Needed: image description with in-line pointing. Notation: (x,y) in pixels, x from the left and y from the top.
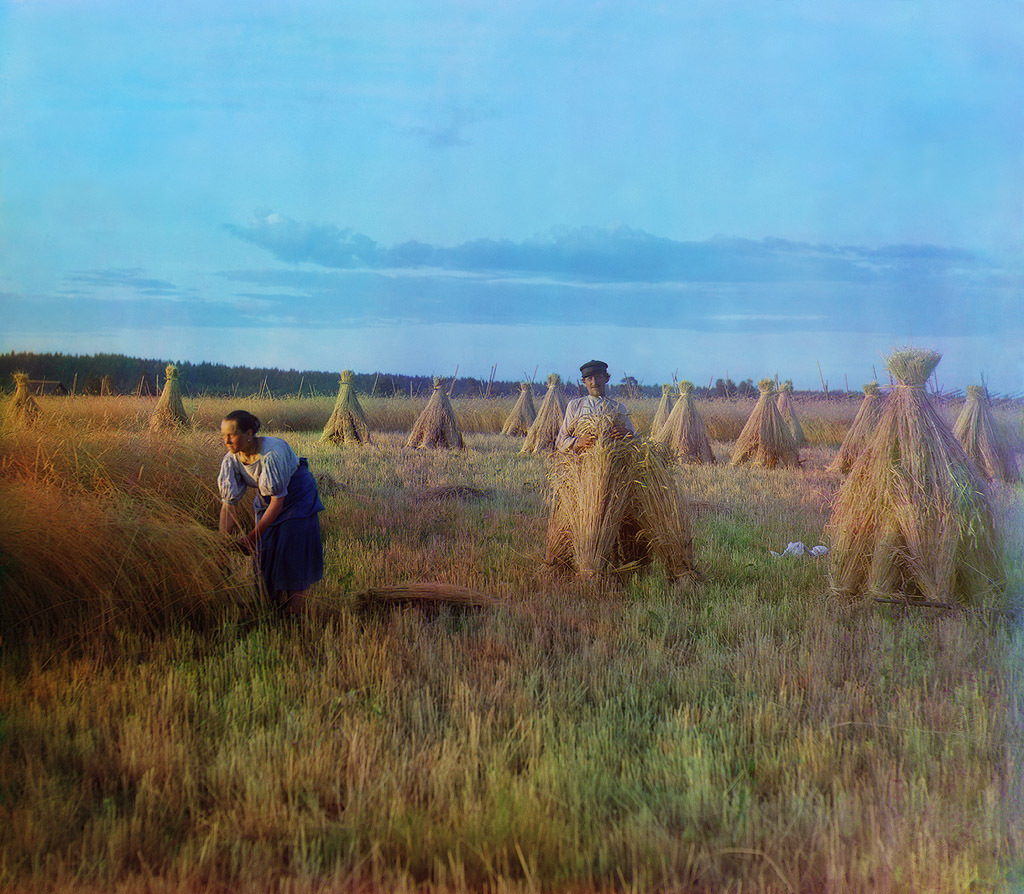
This is a photograph, in this image there is one man (577,417) and one woman (304,505), at the bottom (809,644) there are some crops (376,435) and in the background (55,364) there are trees (260,389). On the top of the image (370,251) there is sky (720,166).
